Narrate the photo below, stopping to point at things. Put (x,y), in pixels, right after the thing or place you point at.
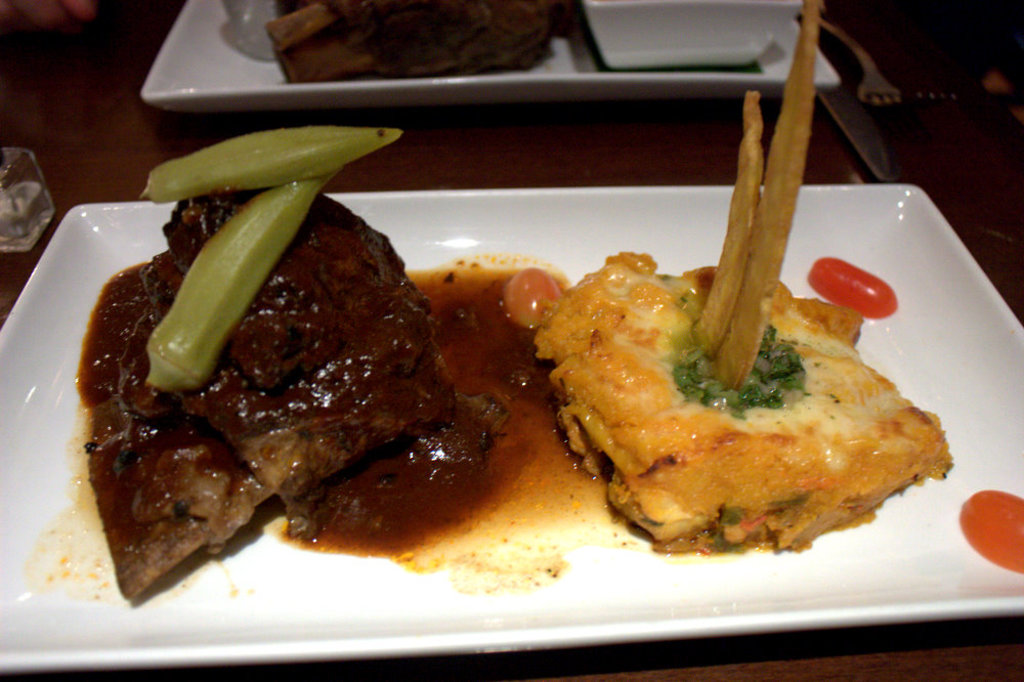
In this picture we can see food (469,398) in the plates (789,251), beside to the plates (802,217) we can find a fork (871,78) and a knife (888,149).
